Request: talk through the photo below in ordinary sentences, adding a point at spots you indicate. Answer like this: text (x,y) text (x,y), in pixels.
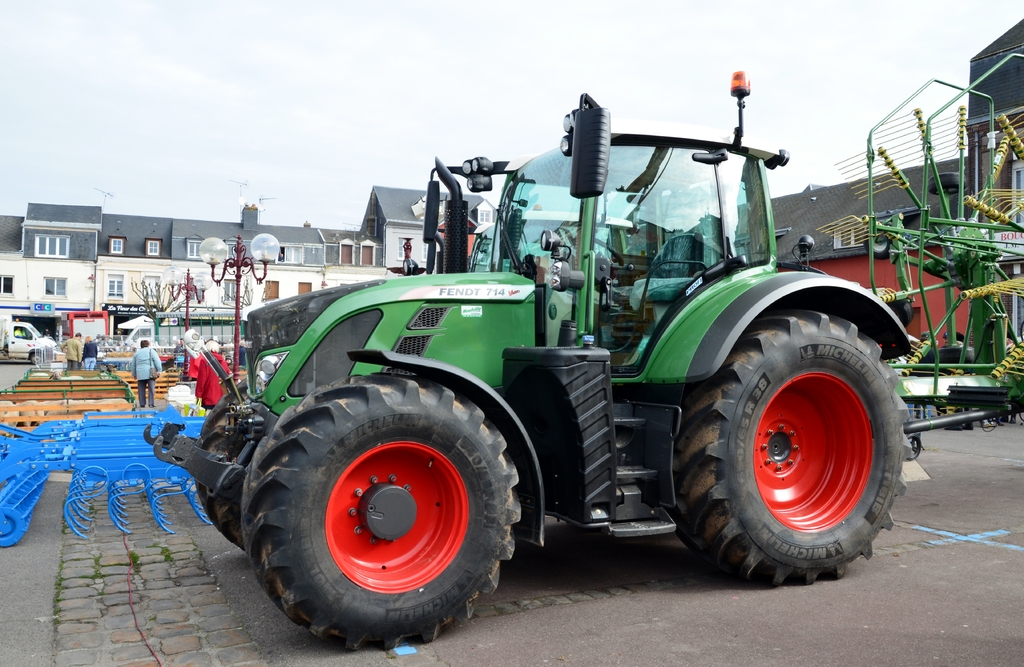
In this image we can see vehicles (224,507), fence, people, poles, boards (50,306), lights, buildings (173,231), and few objects (181,473). In the background (120,40) there is sky (177,7).
